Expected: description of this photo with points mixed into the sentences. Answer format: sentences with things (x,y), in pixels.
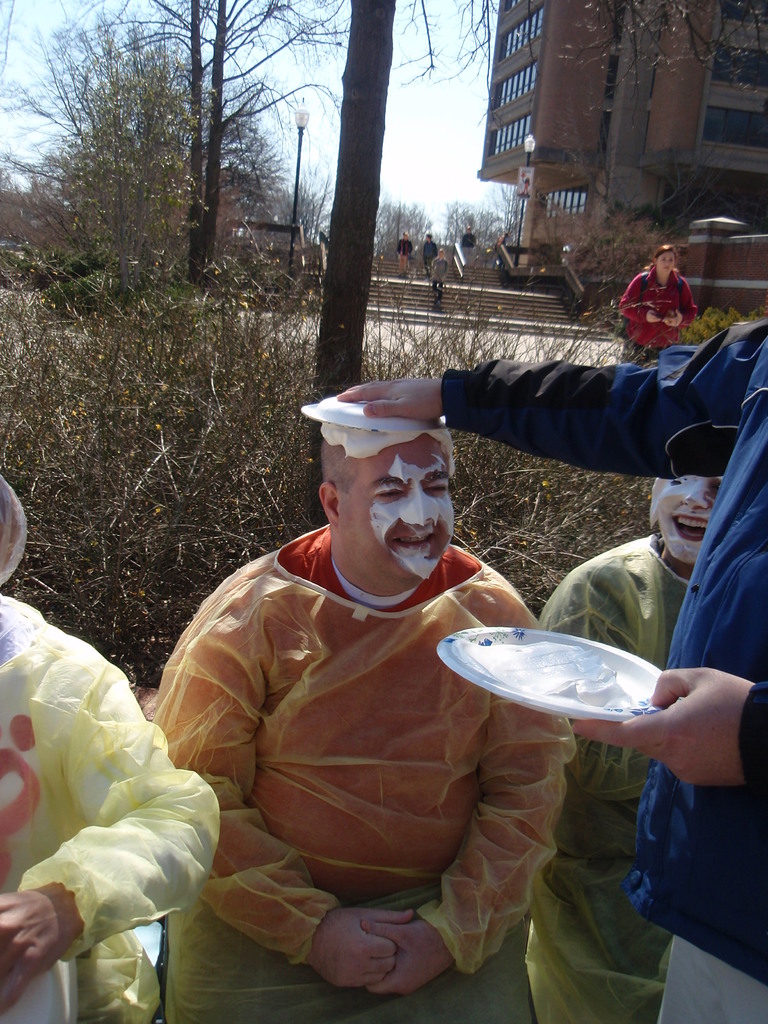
In this image we can see there are people (373,840) sitting together wearing plastic costumes (613,882) and there is other man (724,802) pouring cream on his head (364,514), behind them there are trees (189,138) and buildings (620,201) also some people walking on the stairs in front of building (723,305).
